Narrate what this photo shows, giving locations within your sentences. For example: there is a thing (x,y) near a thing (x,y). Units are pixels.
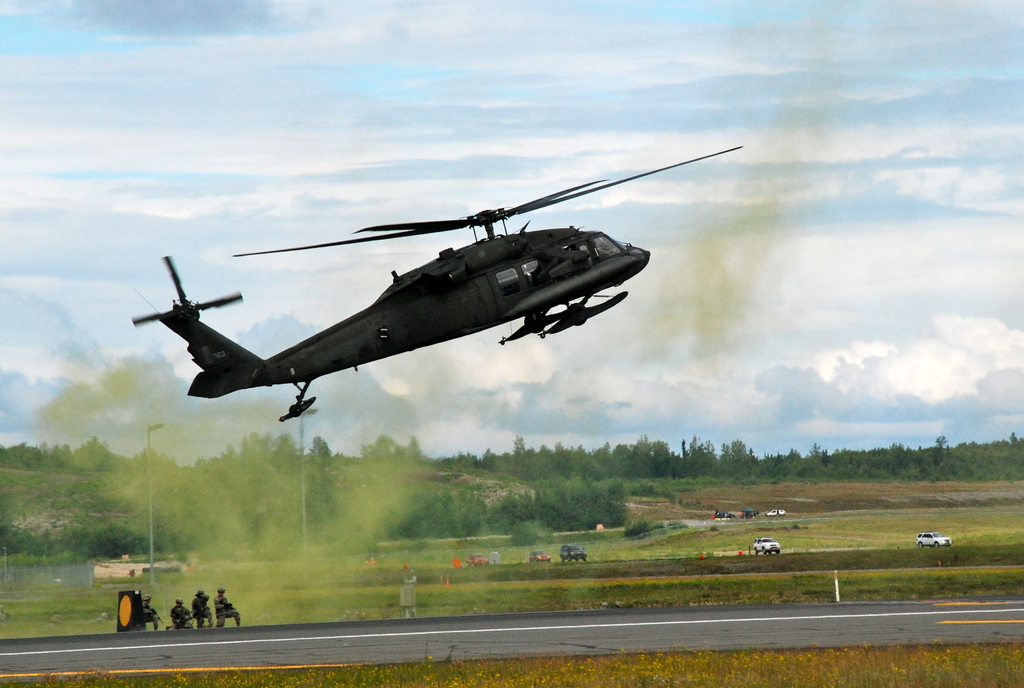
In this image there is grass (590,660). We can see the road (681,621) and trees (407,525). There are people (181,599). And we can see street lights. There are clouds (800,280) in the sky (776,280). We can see a helicopter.
